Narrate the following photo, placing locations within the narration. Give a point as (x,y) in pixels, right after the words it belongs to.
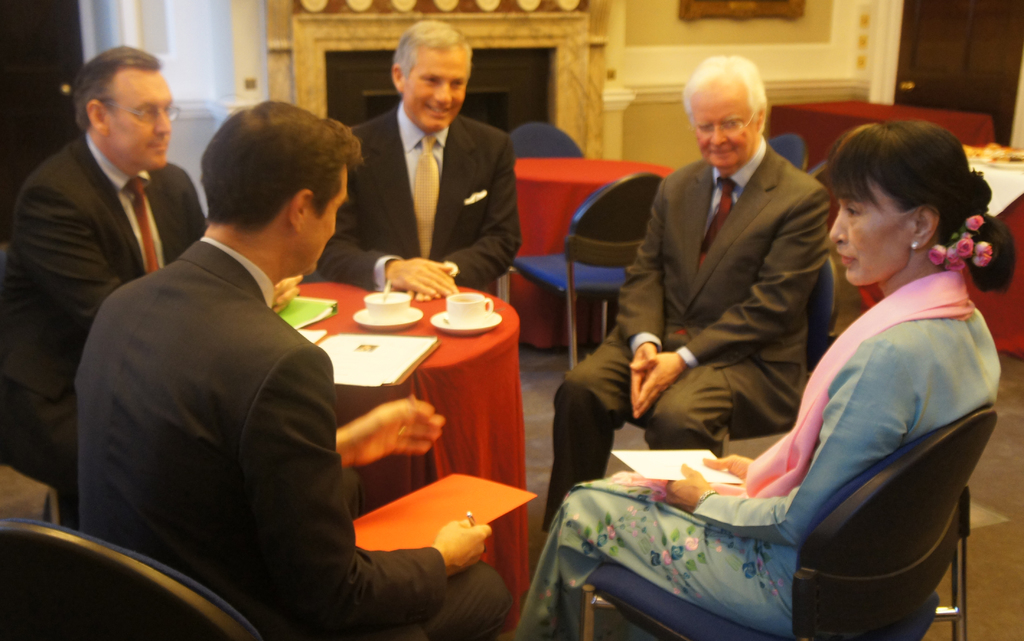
In this picture we can see people (476,221) sitting on chairs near to a table (483,343) and on the table (500,352) we can see cups (463,304), saucers (452,327), papers (351,353) and a file (329,305). In the background (603,174) we can see chairs (600,239) and tables (1004,200). This is a floor (1008,444).
